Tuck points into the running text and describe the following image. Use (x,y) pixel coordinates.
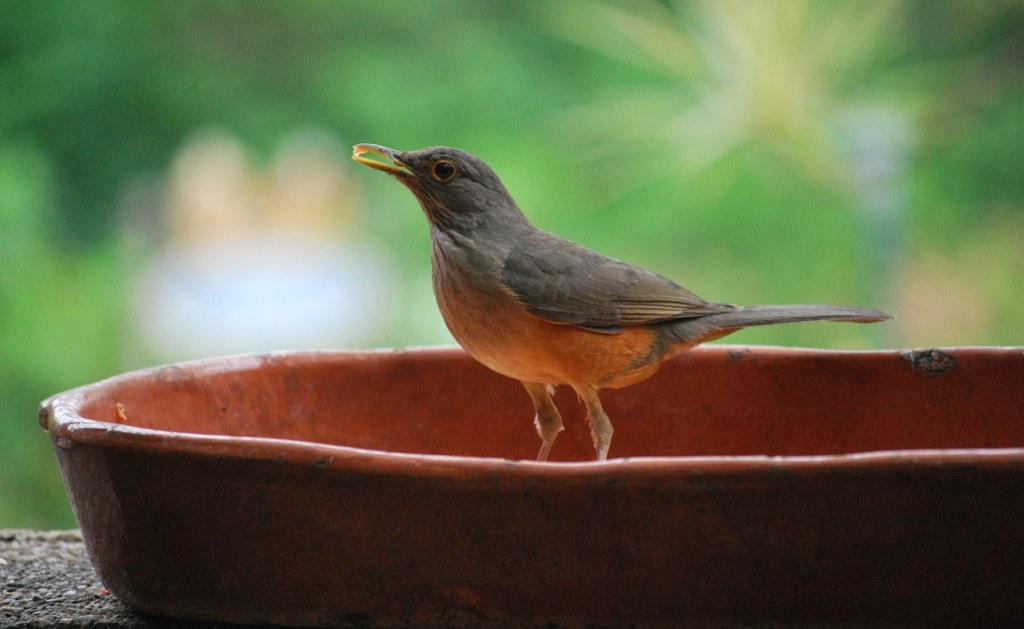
In this image in the front (513,276) there is a bird (494,292) standing on the object (275,442) which is red in colour and the background (22,349) is blurry.
